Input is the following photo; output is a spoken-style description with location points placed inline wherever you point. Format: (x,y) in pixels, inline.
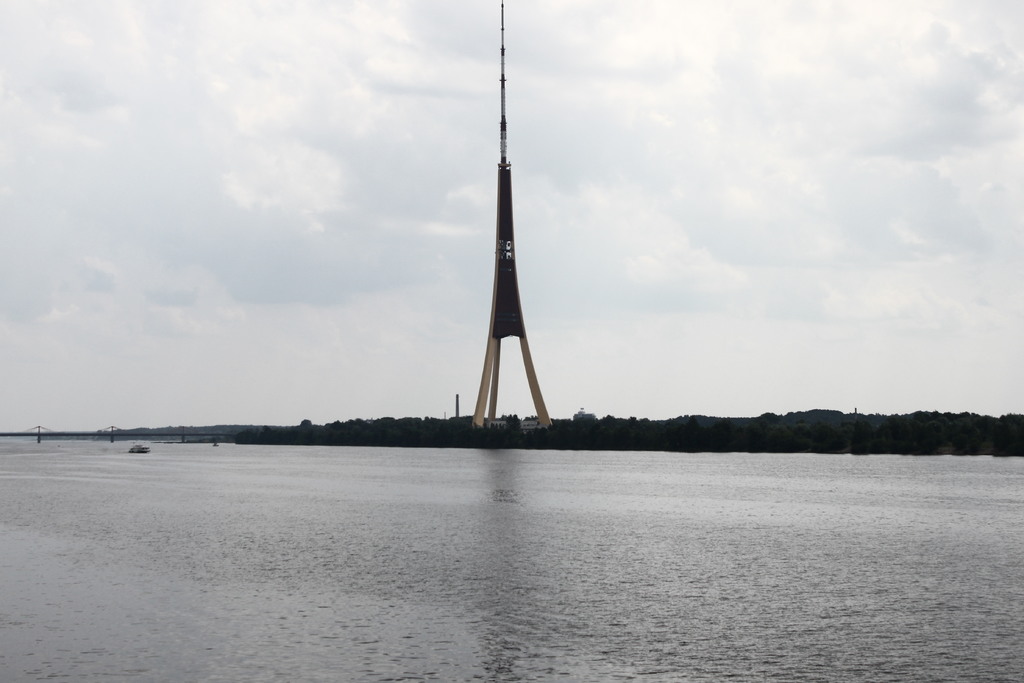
In this image there is a tower (512,317) in the middle (511,309). At the bottom (385,600) there is water (529,508). There are trees (327,436) on either side of the tower (485,379). At the top (347,74) there is the sky (307,50). On the left side (97,434) there is a bridge (76,433) in the water (180,501).
